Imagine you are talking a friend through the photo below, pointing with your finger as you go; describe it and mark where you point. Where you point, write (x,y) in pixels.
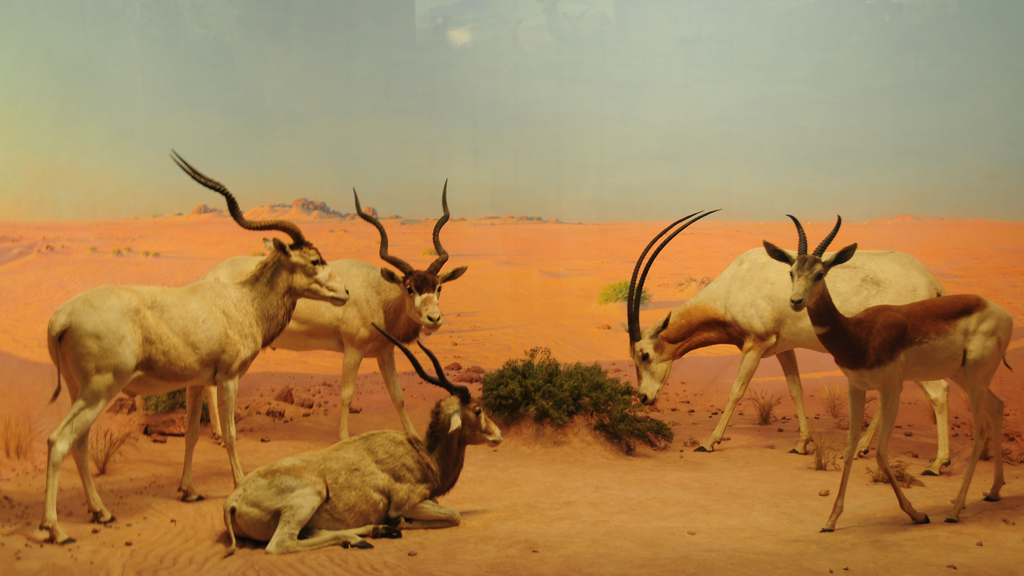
In this image we can see animals (280,331). On the ground (471,377) there is grass (616,300). In the background (481,80) there is sky (435,75).
